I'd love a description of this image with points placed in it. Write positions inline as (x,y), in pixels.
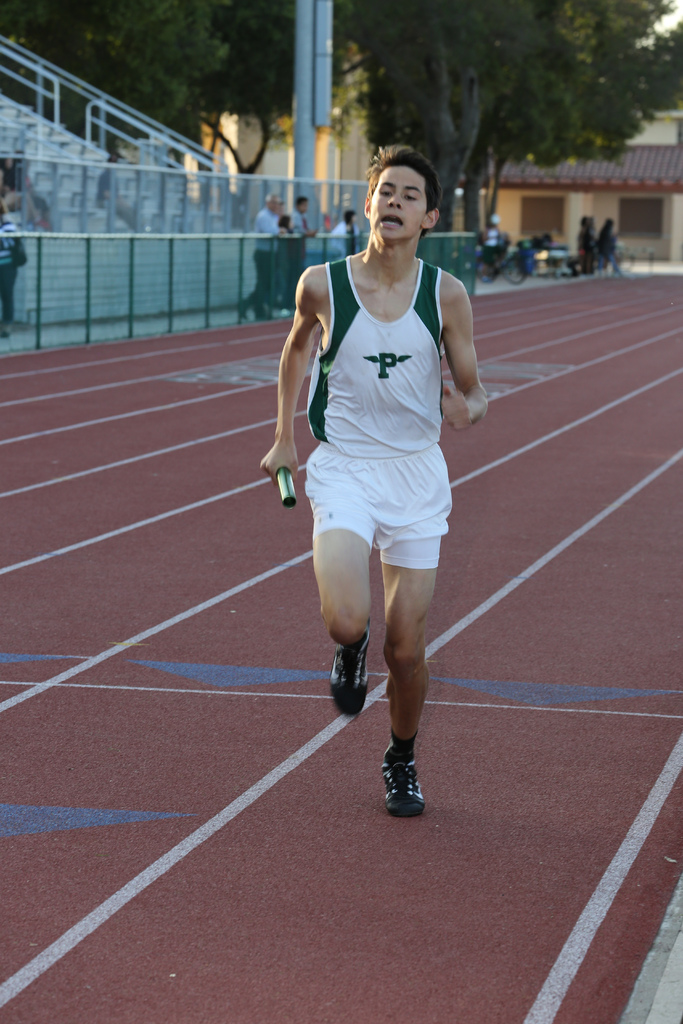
In this image a person (358,424) is running on the ground (448,615). Left side (111,302) there is a fence (225,202). Few persons (11,315) are standing behind the fence (193,320). Behind it there is a staircase (11,103). Few vehicles (505,253) and persons (497,240) are on the land (513,271) having few trees (382,135). Background (648,185) there are few buildings (585,198).
